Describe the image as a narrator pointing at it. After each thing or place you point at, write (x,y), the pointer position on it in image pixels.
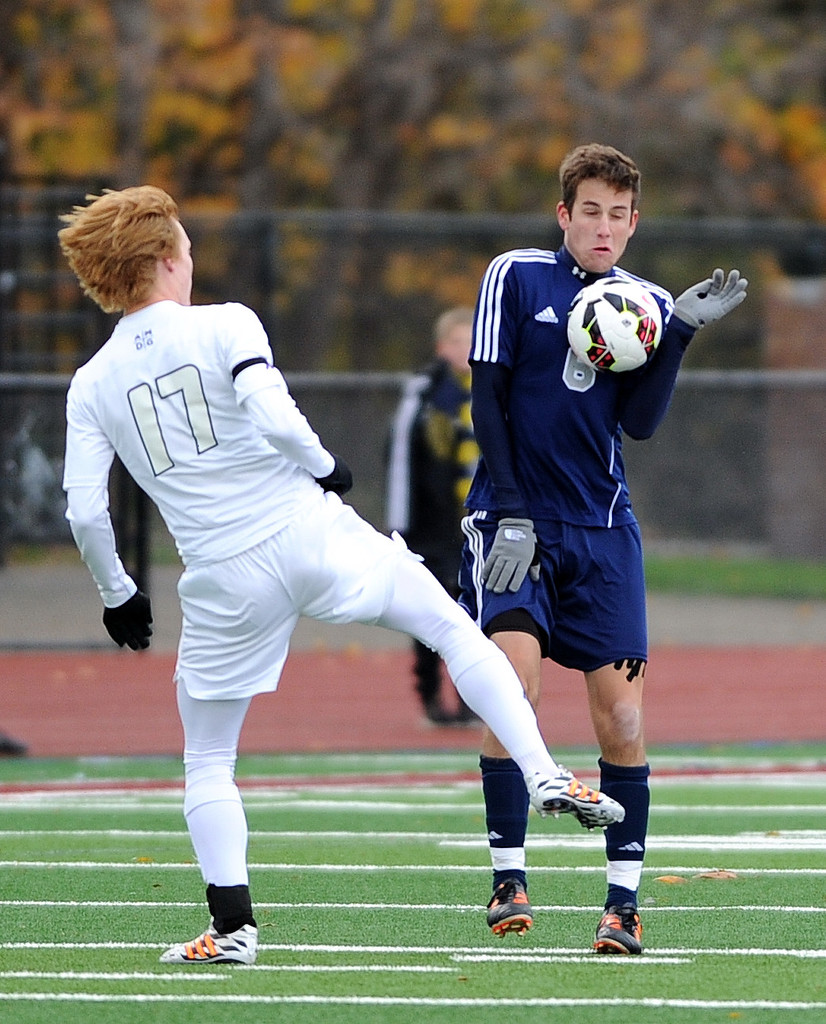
In this picture I can see 2 men (503,589) who are standing and I see that both of them are wearing jerseys (522,347) and I can see ball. I can also see that they're standing on the green grass (357,902). In the background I can see a person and I see that it is blurry.
